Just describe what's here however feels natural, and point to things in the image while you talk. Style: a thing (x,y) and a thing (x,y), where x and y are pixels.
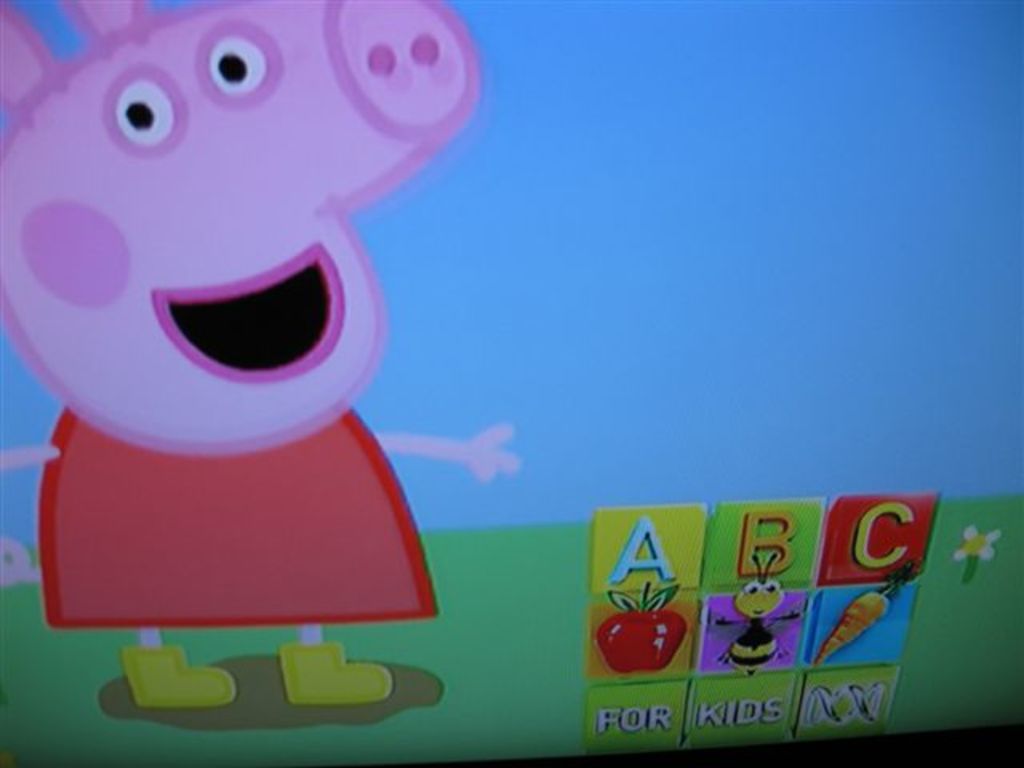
This is a cartoon image where we can see a picture of a pig (156,400) on the left side of this image (224,410) and an apple (647,620), bee (760,661) and a carrot (857,614) present at the bottom of this image (869,617).
